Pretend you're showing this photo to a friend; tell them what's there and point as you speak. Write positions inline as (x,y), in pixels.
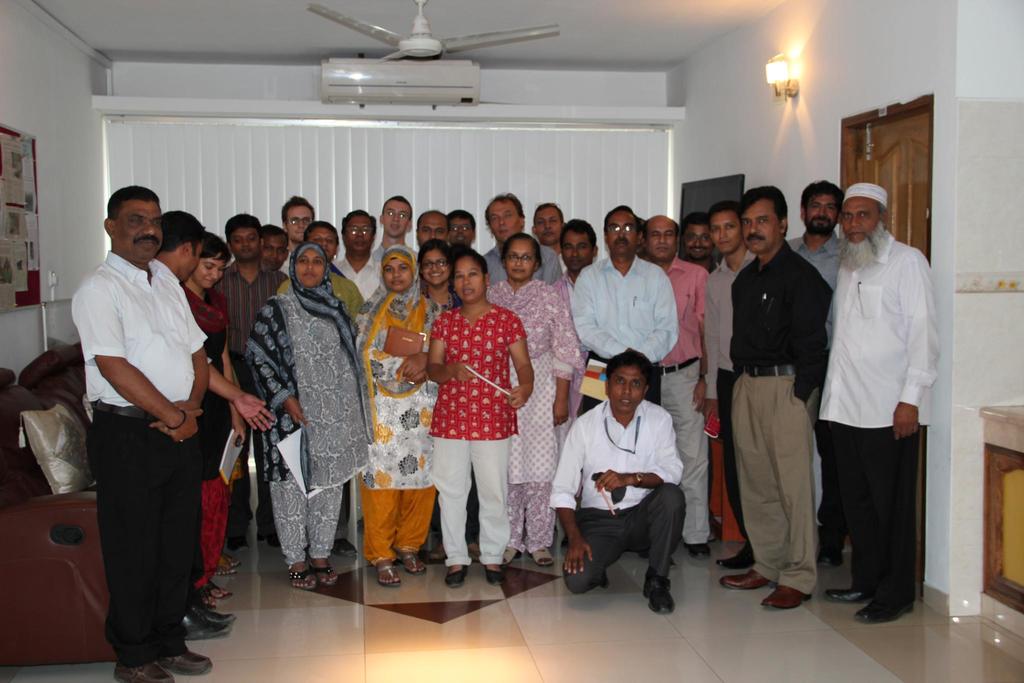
In this image people (527,434) are standing on the floor (528,587). At the left side of the image (80,586) there is a sofa (84,545). At the back side (196,172) there are curtains (352,139) and on top of it there is a Ac (417,96). On top of the roof (477,6) there is a fan (419,33). At the left side of the image (80,198) there is a wall (80,198) and photo frames (28,172) were attached to it. At the right side of the image (800,92) there is a light (791,75) and we can see a door (920,173) at the right side of the image (929,176).
